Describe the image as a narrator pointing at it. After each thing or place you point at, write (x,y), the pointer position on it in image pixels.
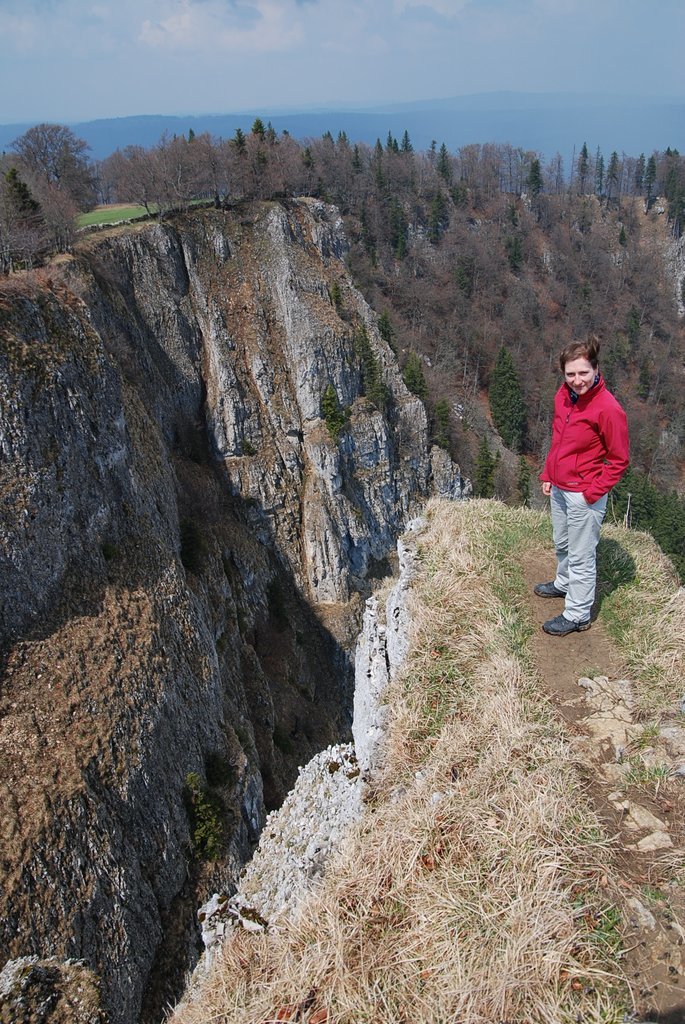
This image consists of a woman (559,527) wearing a red jacket (587,437) is standing on the mountain (487,868). In the background (619,211), we can see many mountains (292,317) covered with plants (397,310). At the top (371,74), there is sky (83,105).
